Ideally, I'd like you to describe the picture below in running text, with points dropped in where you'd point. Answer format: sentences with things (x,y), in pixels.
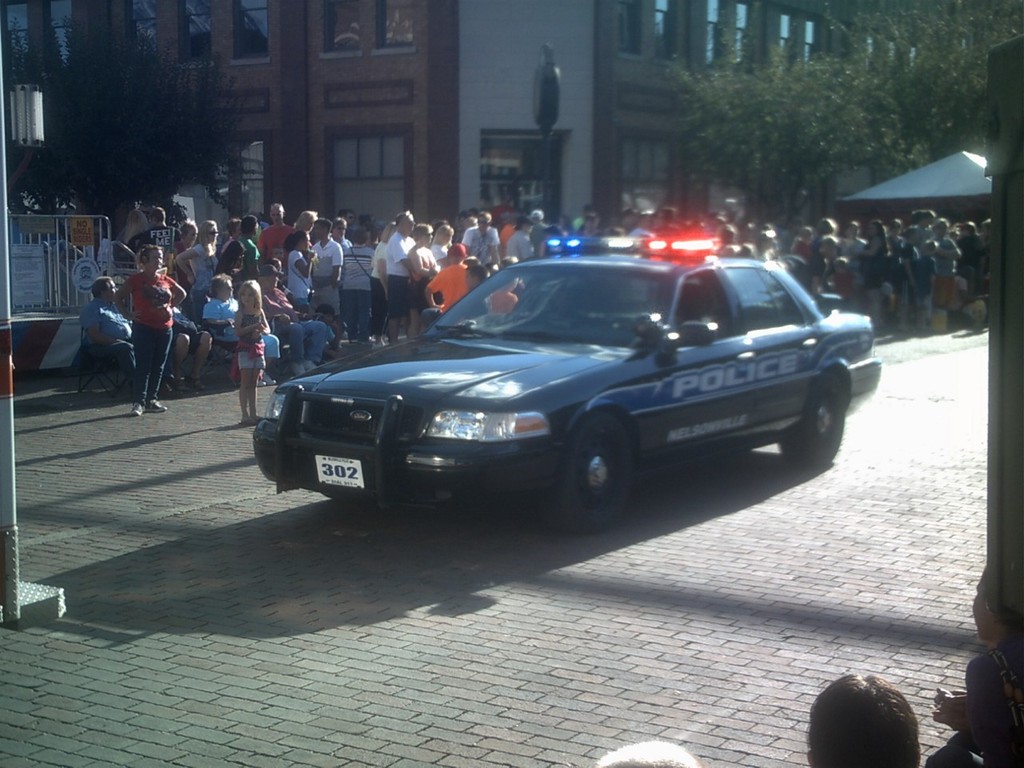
In the picture we can see a path (781,657) on it, we can see a police car (323,386) which is black in color and siren light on it and the car (626,260) is black color and beside the car (457,481) we can see some people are standing and some people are sitting on the chairs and behind them, we can see a railing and behind it, we can see a building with windows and glasses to it and near to the building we can see some trees (823,158) and to the opposite side also we can see some people (886,703) are standing.
